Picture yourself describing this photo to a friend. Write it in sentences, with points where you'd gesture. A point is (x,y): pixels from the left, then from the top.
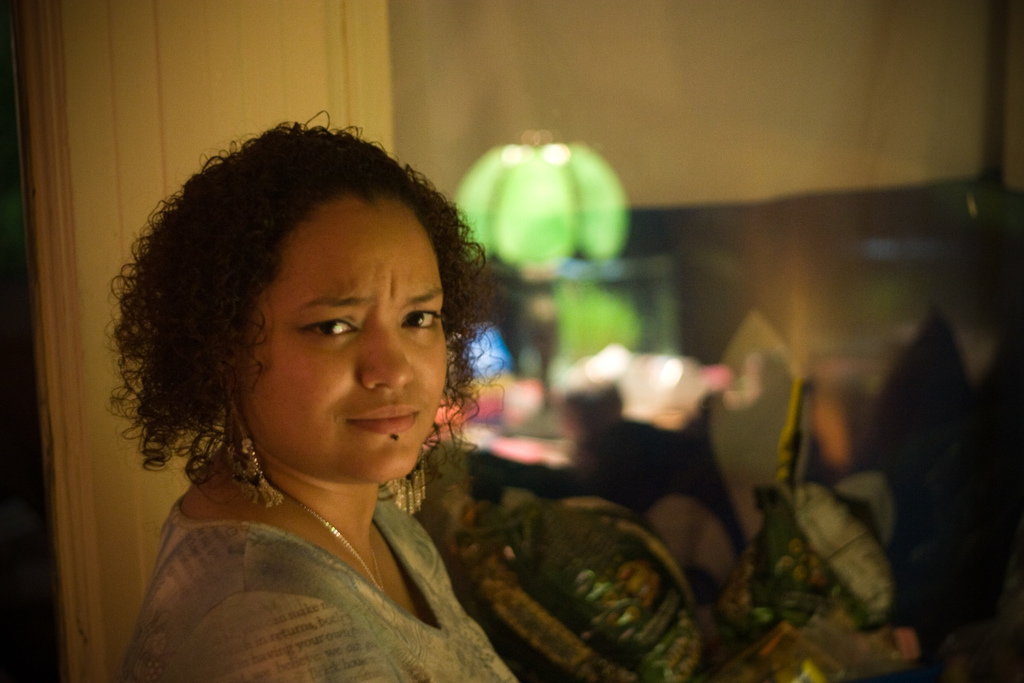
In this image there is a woman (336,499) in the middle (351,319). In the background (543,209) there is a green colour lamp (544,215) on the table (507,427). On the left side (97,108) there is a wall (82,108) behind her.
